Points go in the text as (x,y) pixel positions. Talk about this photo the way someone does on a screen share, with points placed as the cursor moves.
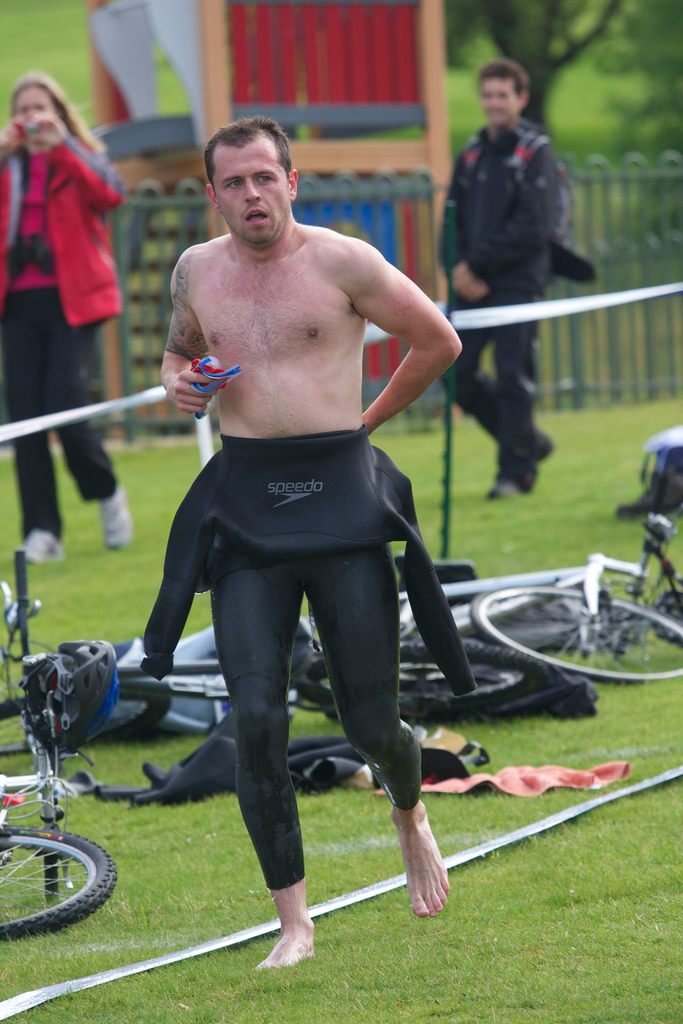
In this image we can see three persons (100,208), two of them are holding objects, there are cycles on the ground (549,736), there are clothes (436,775), there are railings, poles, rope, also we can see a wooden object (296,100), and trees (540,18), the background (479,35) is blurred.
